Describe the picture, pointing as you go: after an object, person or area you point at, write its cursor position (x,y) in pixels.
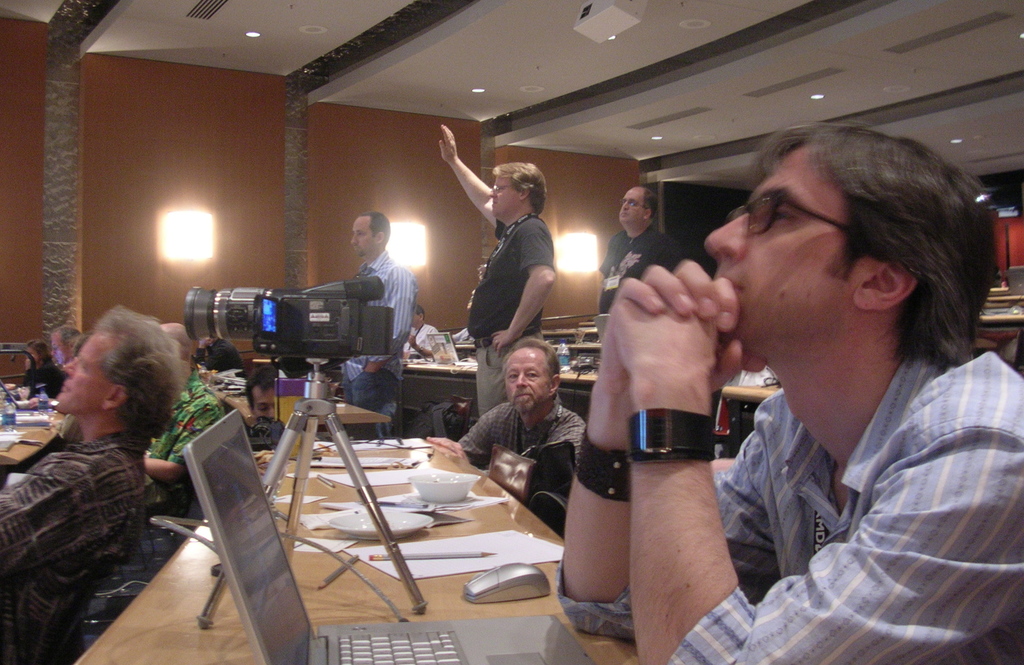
There is a group of people (719,298). There is a table (427,589). There is a laptop (322,646), mouse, paper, pen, plate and bowl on a table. We can see in background (434,284) wall (434,284) and light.
